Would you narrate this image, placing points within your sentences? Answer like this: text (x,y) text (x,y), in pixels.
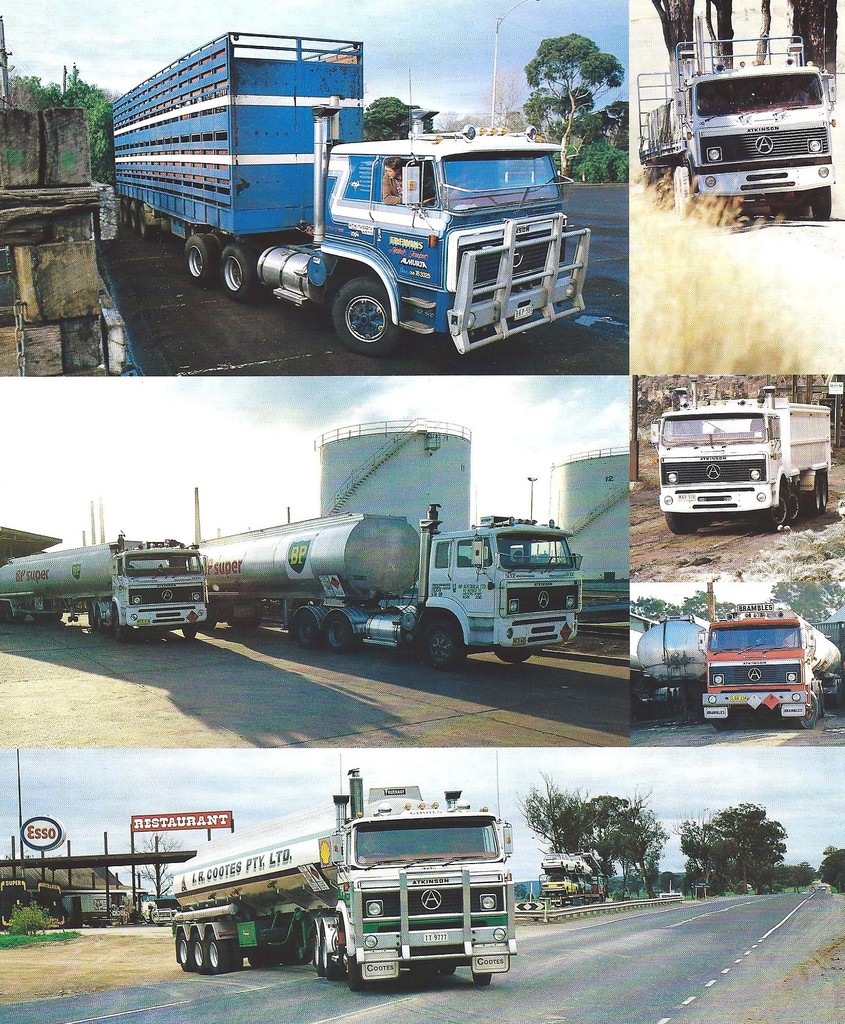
This is a collage image. Here I can see six images. In all the images I can see the trucks (443,627) on the roads (443,692). In the background (728,862) there are trees (603,871). At the top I can see the sky (202,394).
